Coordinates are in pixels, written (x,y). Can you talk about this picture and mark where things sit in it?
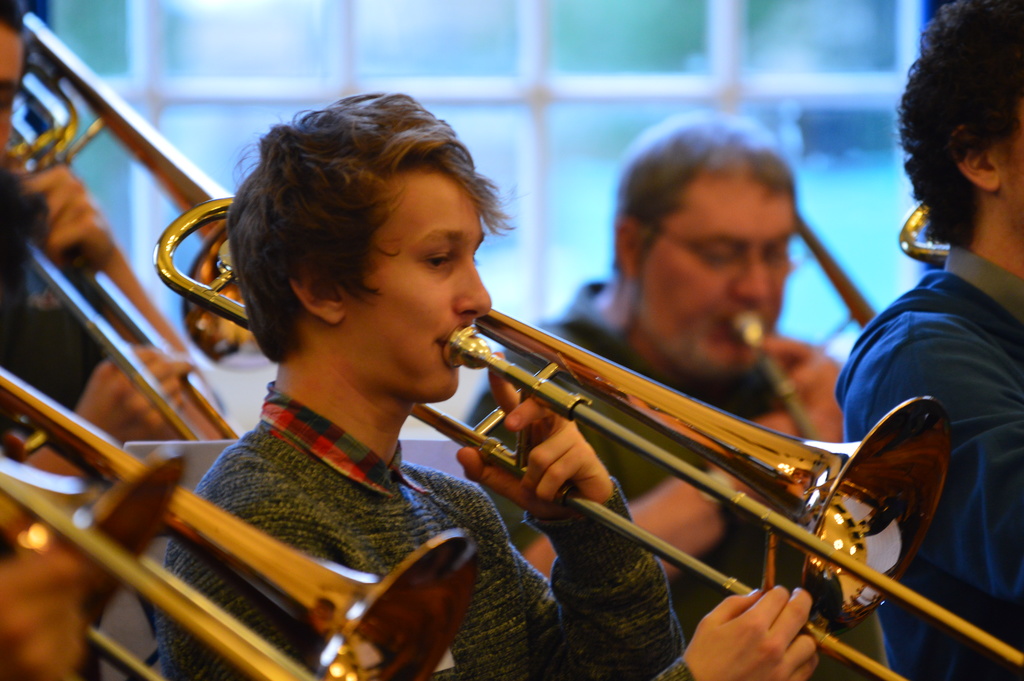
In the image, there are few people (739,282) they are playing trombones (440,412) and the background of the image (725,62) is blur.
